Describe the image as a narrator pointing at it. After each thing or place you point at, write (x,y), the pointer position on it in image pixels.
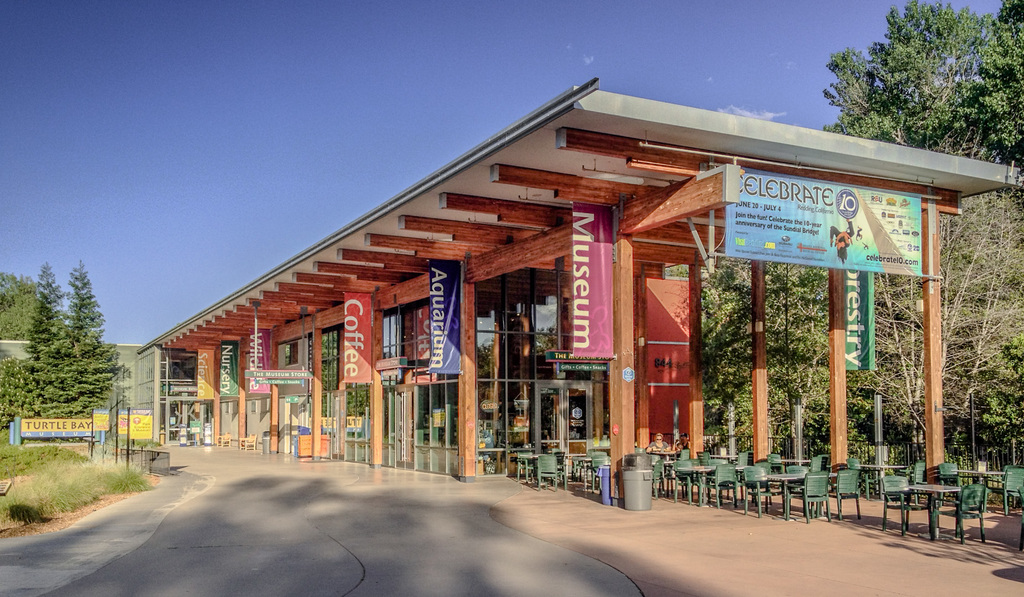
In the center of the image (641,292) there is a restaurant (514,469). There are tables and chairs (824,478). There are trees (920,109). There is a road (334,556).
